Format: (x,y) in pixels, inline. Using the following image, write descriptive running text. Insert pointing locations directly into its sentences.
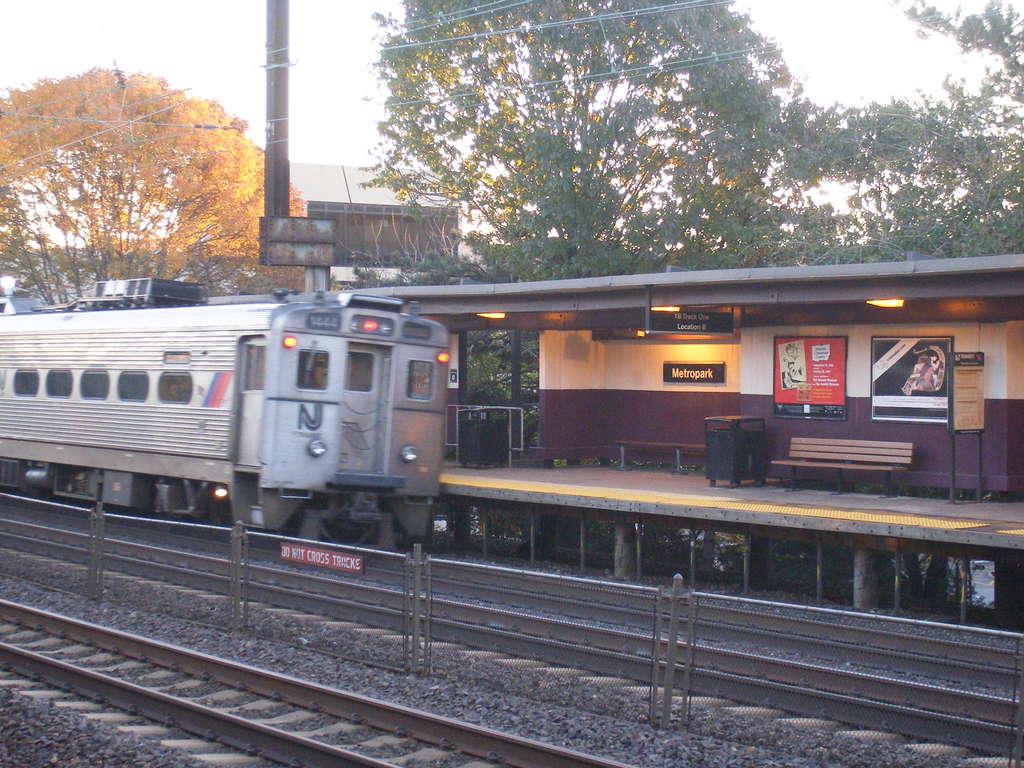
In this image there is a train (317,362) on the tracks (481,576), beside the train (284,402) there is a name board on the metal rod fence (489,565) and there are tracks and stones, on the other side of the train (293,392) there is a platform (680,508), on the platform (745,491) there are trash cans (750,472), benches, metal rods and on the wall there are posters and name boards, on the roof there is a name board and lamps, in the background of the image (677,193) there are trees (171,241), a pole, buildings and cables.
